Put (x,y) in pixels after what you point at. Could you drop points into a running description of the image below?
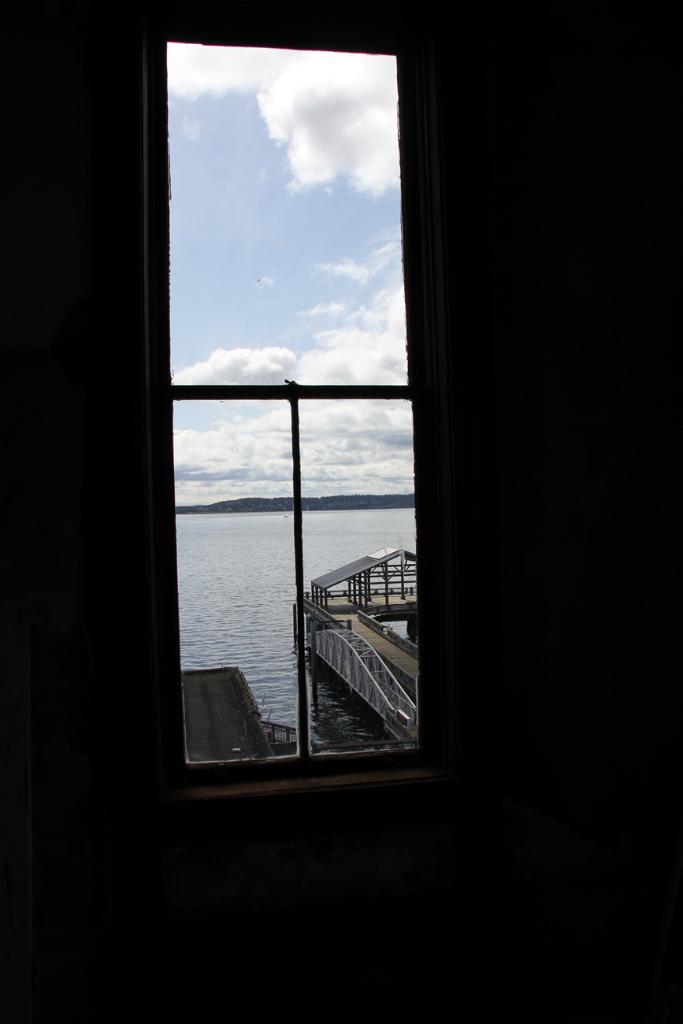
In the picture there is a window (296,496) and behind the window (423,677) there is a bridge (386,708) above the water surface (285,615).
